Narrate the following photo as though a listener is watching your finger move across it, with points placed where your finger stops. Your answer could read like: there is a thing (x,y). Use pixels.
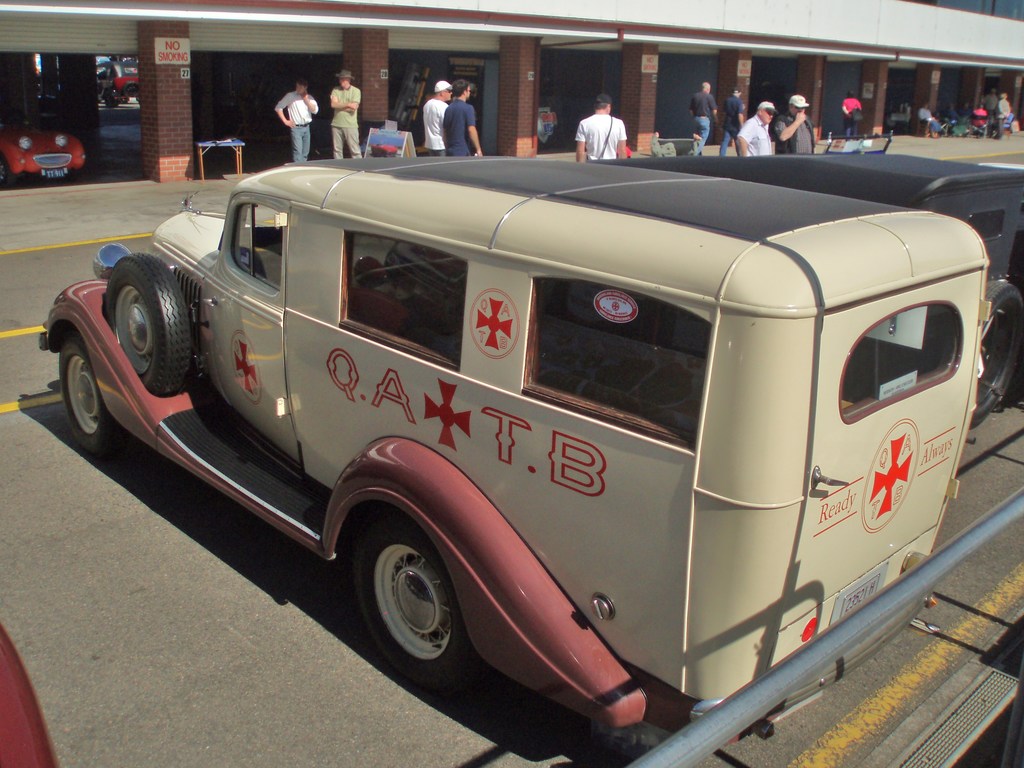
In this image in the center (573,467) there are vehicles (687,427), and at the bottom (331,589) there is road (965,584) and in the bottom right hand corner (959,553) there is a pipe (963,549) and objects (985,728). In the background (853,102) there are a group of people (789,112) some of them are standing and some of them were walking and there are buildings (236,90), pillars (167,83), boards (174,51), tables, vehicles (65,145) and objects (889,137).
